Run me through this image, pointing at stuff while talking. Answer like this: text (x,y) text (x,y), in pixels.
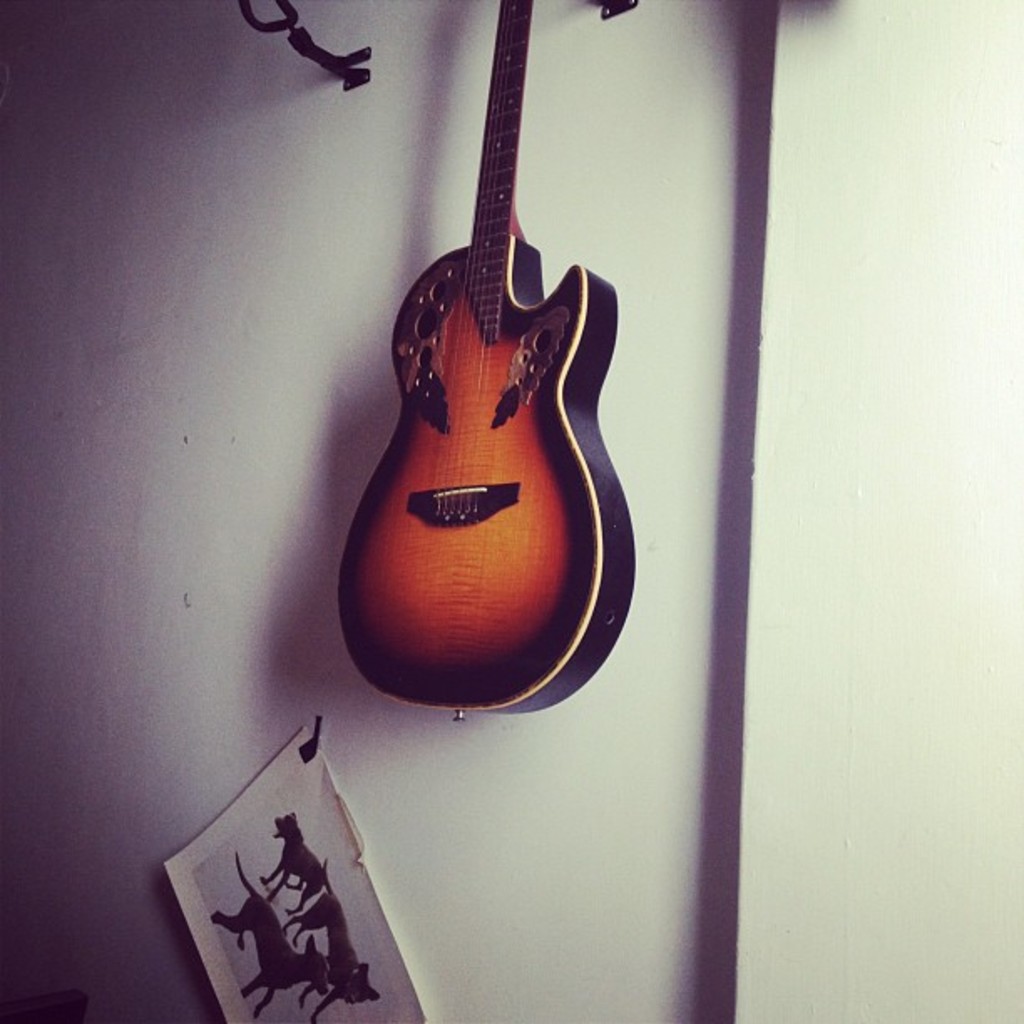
In this image, There is a white color wall (295,569), There is a black and yellow color music instrument (503,482) hanging and there is a picture (264,939) pasted on the wall (491,931).
